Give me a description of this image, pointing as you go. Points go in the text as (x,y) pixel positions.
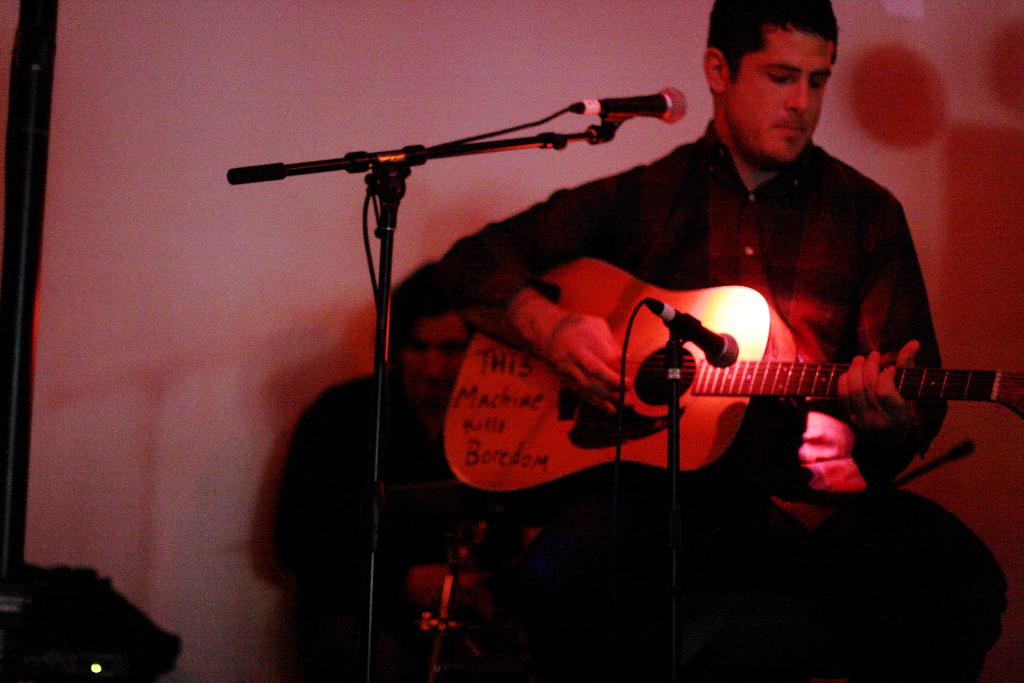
In this picture we can see a man (624,675) who is sitting and playing a guitar (741,358). And this is the mike (619,114). On the background (161,339) there is a wall (221,325).
